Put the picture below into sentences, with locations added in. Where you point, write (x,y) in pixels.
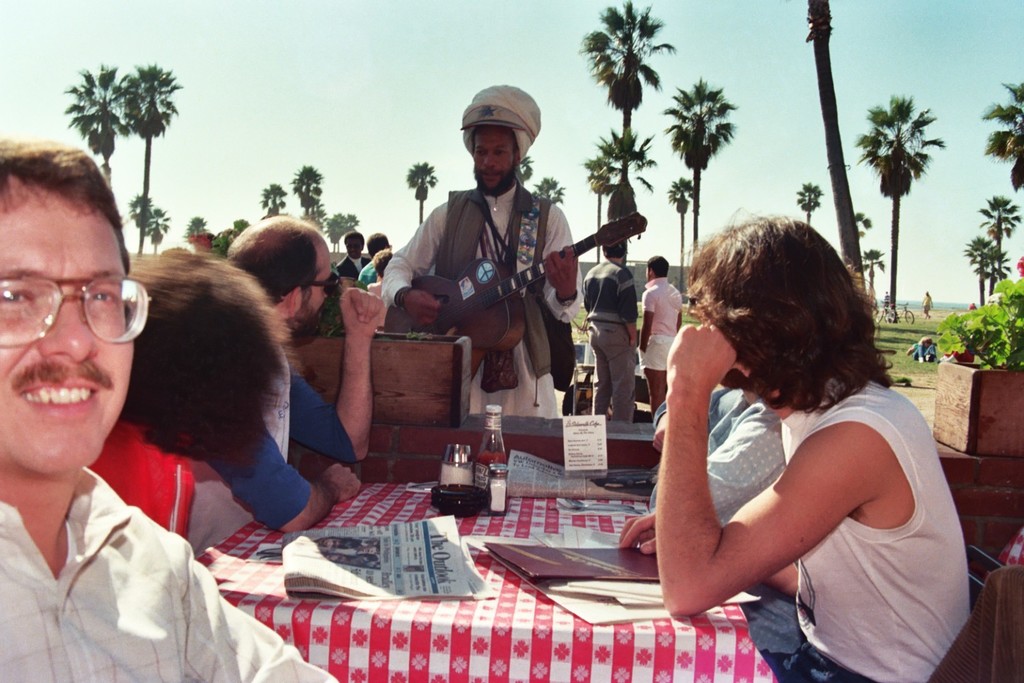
In this image I see number of people (778,334) in which these 5 of them (44,309) are sitting and I see a table (384,638) on which there are papers (368,572) and few things (479,457) and I see that this man (534,352) is holding a guitar (453,302) in his hands (564,269). In the background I see number of trees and I see a plant (961,321) over here and I see the clear sky (215,3) and I see a cycle (895,320) over here.
